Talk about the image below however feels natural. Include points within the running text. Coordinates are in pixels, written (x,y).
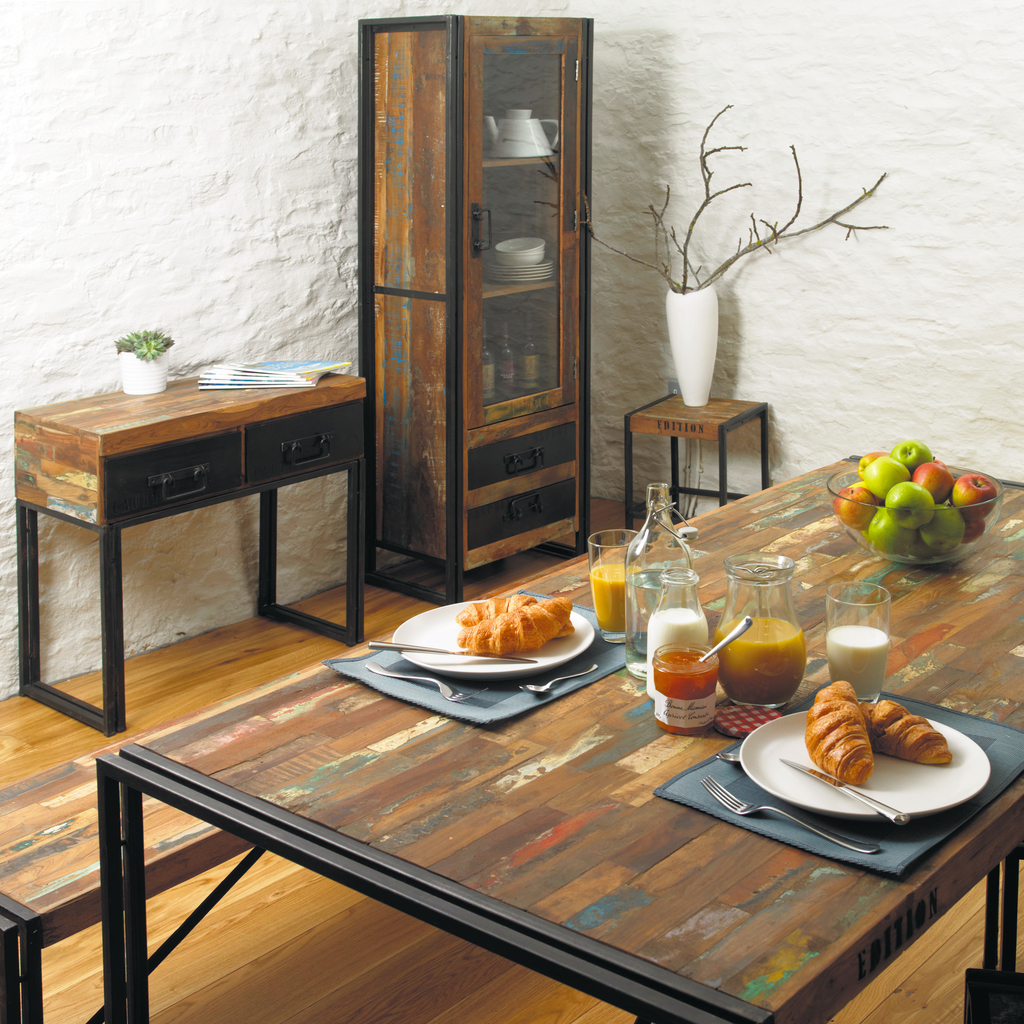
In this image I see tables (220,419) and on this table (684,735) I see glasses (623,586), jars (680,618), white plates (440,660) on which there is food (816,746), a bowl (842,517) in which there are fruits (909,523) and I see a vase (686,393) over here in which there are stems (683,252) and I see a small pot (124,356) over here in which there is a small plant (157,342) and I see cupboards (520,195) in which there are many things (520,115) and I see the floor (225,668). In the background (81,113) I see the white wall (778,266).
